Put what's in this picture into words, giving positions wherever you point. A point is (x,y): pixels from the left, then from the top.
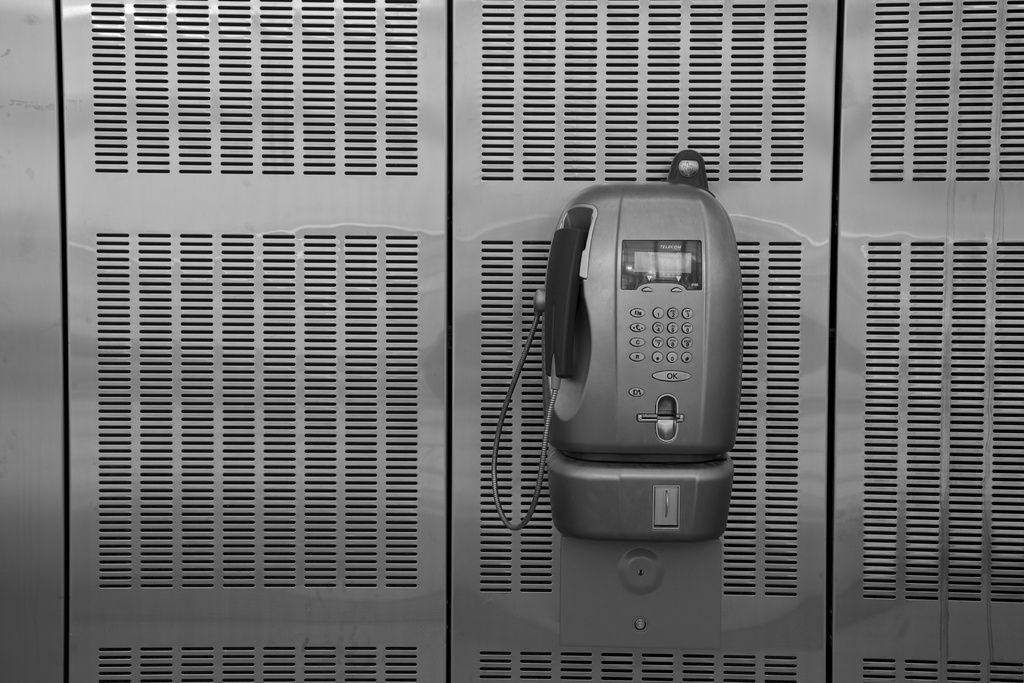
In this picture we can see a telephone (642,381) on a steel object (345,436) and on the telephone (596,382) there are buttons (635,393) and on the left side of the telephone (597,353) there is a cable (513,383).
